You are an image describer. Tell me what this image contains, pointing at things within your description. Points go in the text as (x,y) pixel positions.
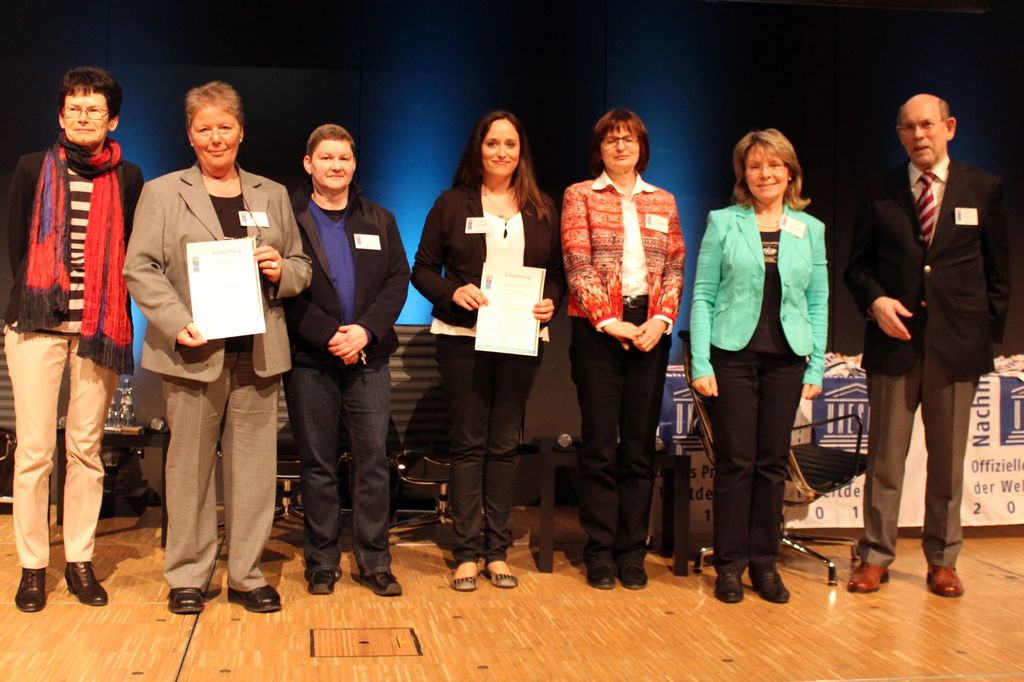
In this picture we can see people (64,254) standing on the floor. We can see two women (491,355) holding certificates (259,322) and smiling. We can see a dark blue background (643,64). We can see chairs (698,406), objects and a banner (994,421).
